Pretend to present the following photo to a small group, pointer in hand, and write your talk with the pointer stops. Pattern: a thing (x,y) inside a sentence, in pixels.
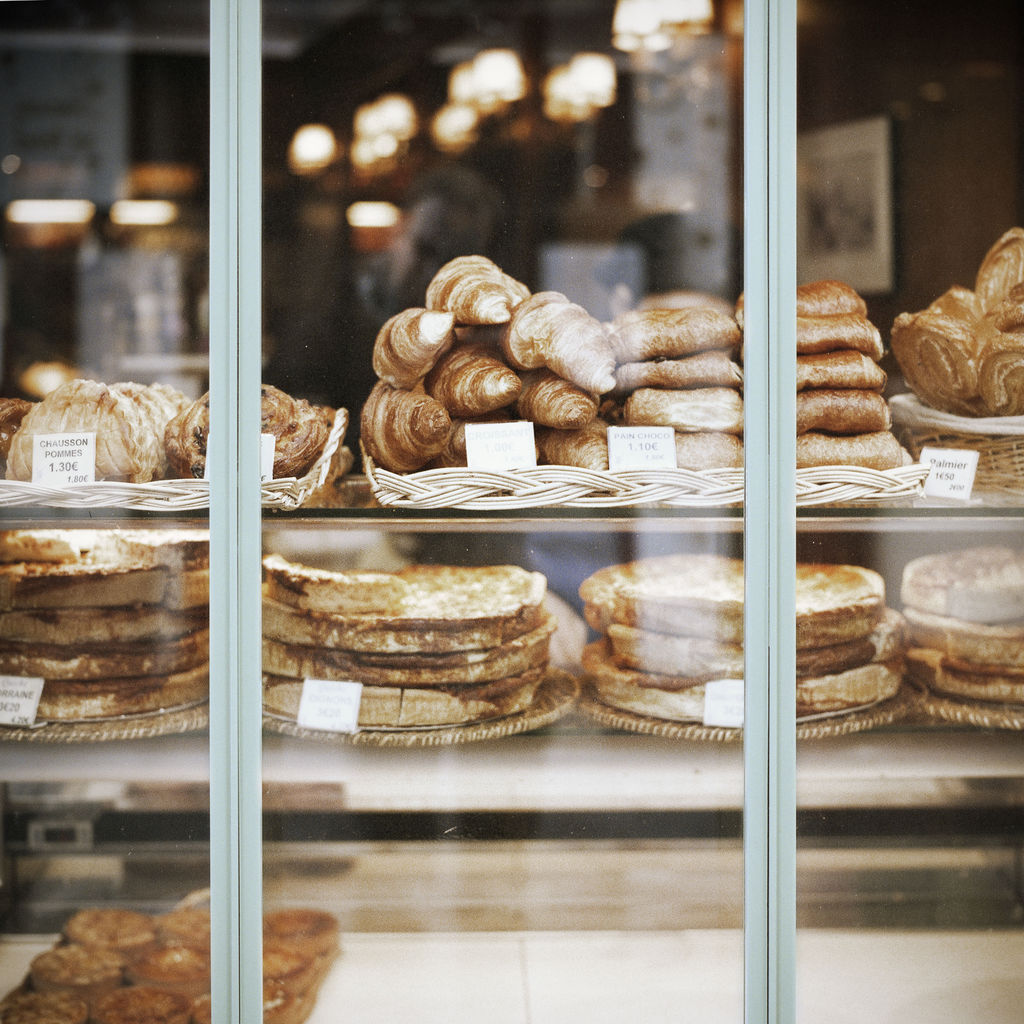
In this image I can see number of plates (92,722) on the shelves (287,748). I can also see different types of food (446,583) on these plates (545,499) and I can also see few boards (940,466). On these boards (56,446) I can see something is written. In the background (361,222) I can see number of lights (31,227) and I can see this image is little bit blurry in the background (367,62).
